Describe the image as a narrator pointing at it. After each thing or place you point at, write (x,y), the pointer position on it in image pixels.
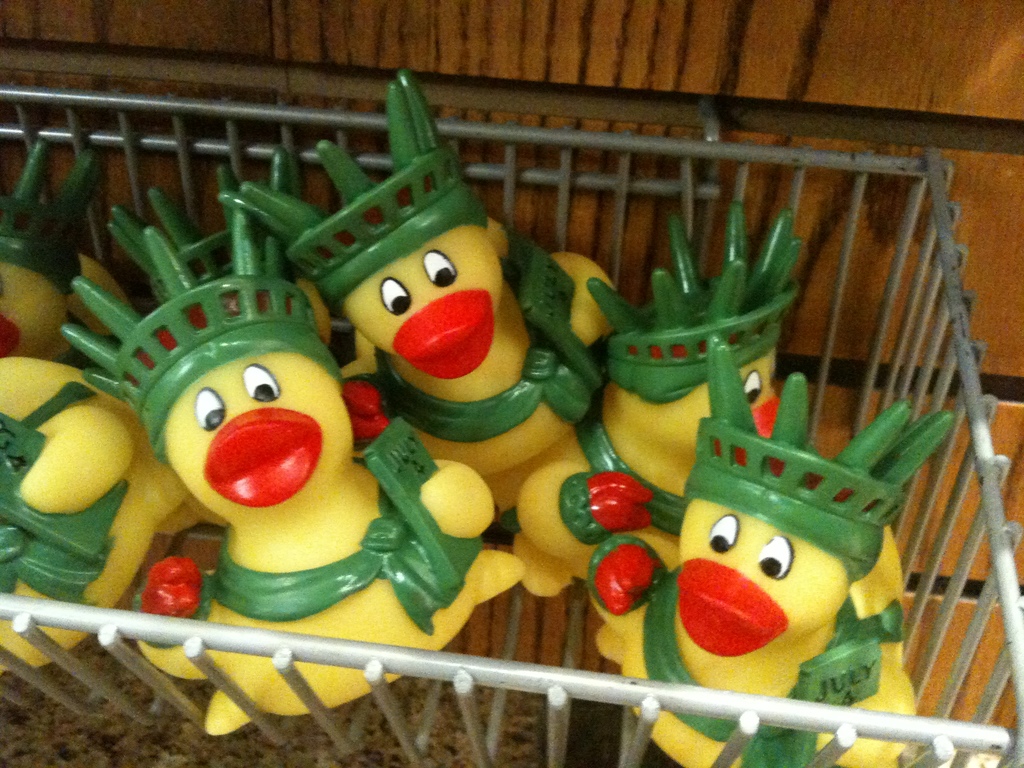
In this image I can see a metal basket (496,684) which consists of toy ducks (338,466). In the background (922,65) there is a wall (594,19).
